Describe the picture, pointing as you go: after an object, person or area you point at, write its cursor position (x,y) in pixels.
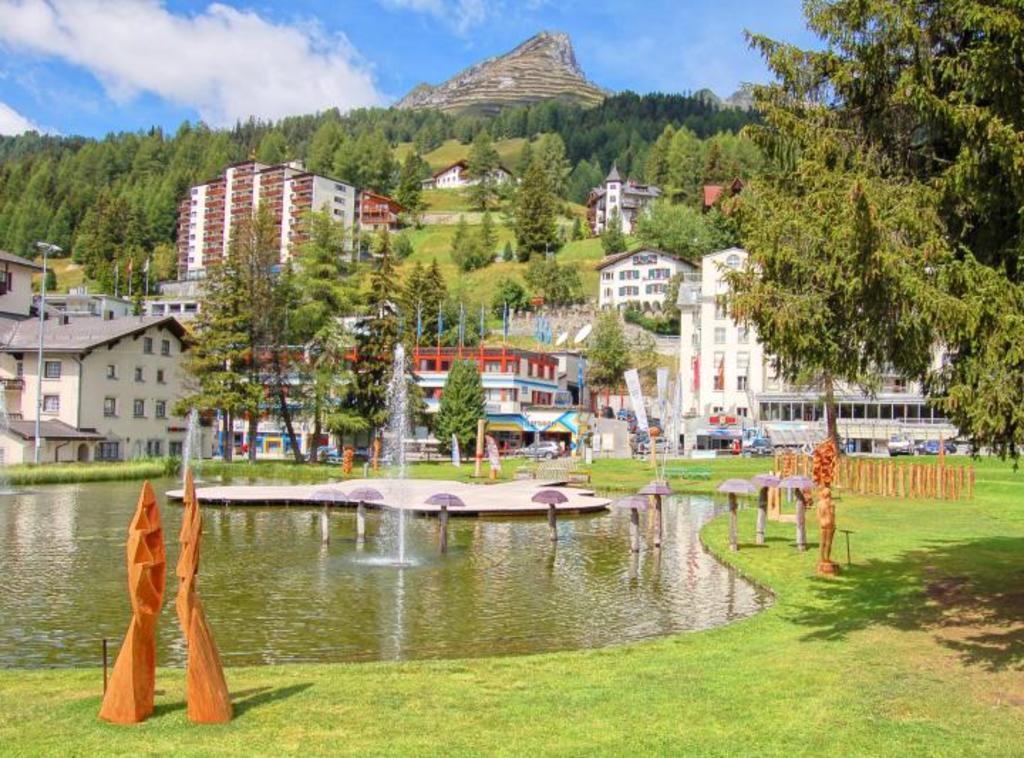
In the center of the image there is water (506,633). There are fountains (187,430). In the background of the image (493,303) there are buildings (542,370), trees (383,114), mountains (509,60). At the bottom of the image (596,689) there is grass (786,688).
